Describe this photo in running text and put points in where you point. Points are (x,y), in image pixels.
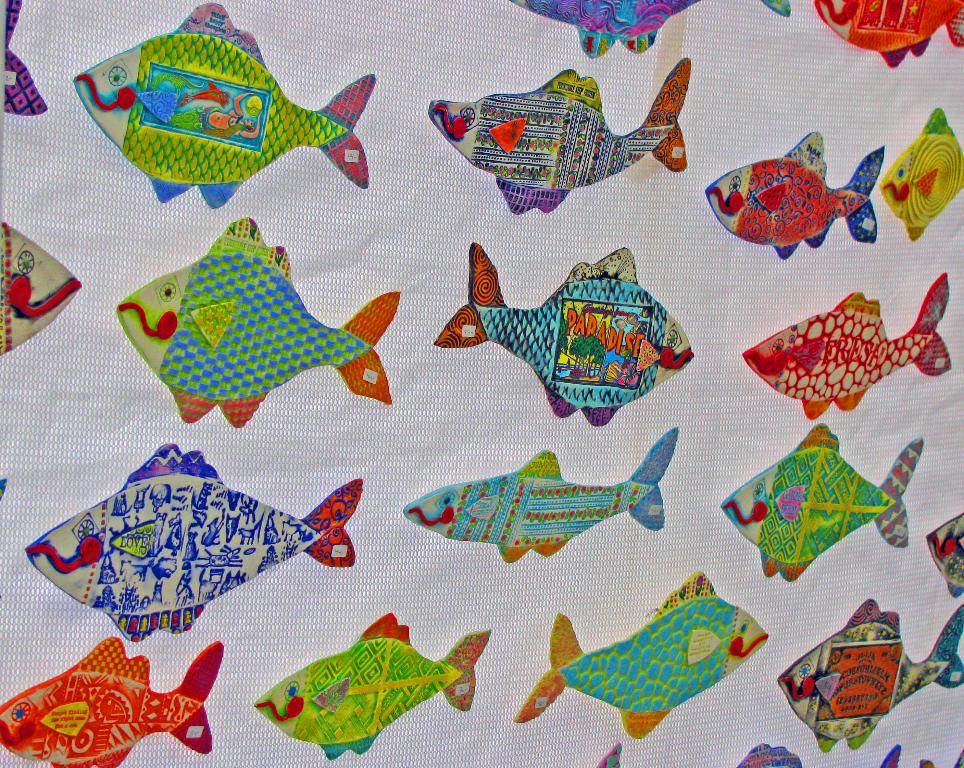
We can see clay craft of fishes (463,511) on white cloth (505,242).
